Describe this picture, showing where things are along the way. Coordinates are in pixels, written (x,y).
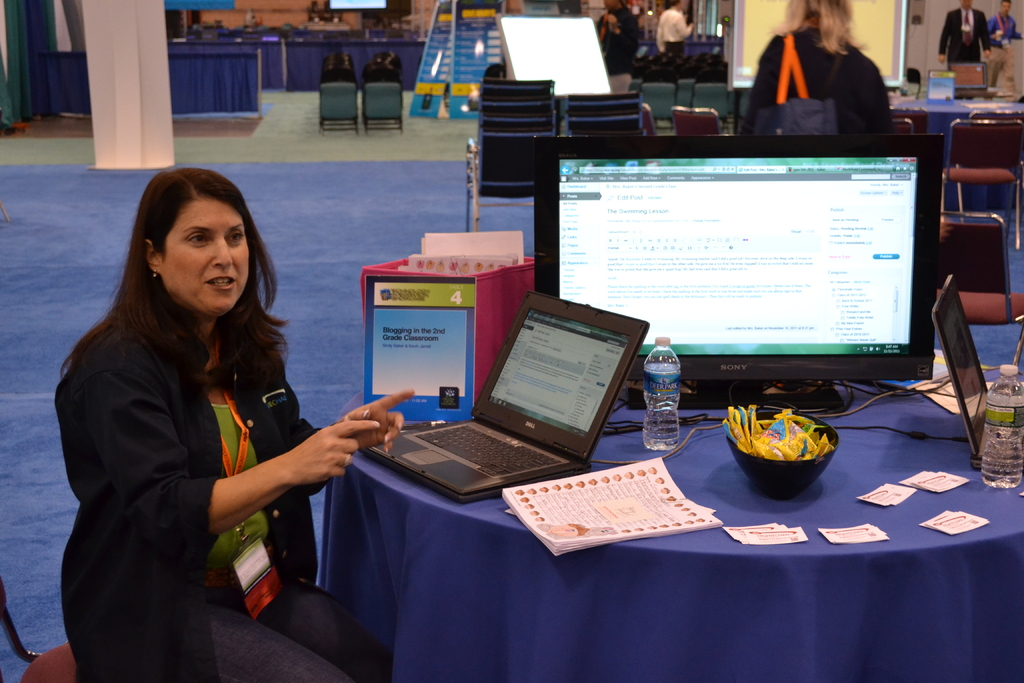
On the left side (122,402) there is a lady (130,425) sitting on a chair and wearing a tag (226,456). Near to her there is a table (672,570). On the table (529,487) there are laptops (524,416), bottles (672,415), box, bowl (782,469) with something inside, papers (872,526), computer (866,292) and many other things (873,539). In the background (489,130) there are chairs (515,132), pillar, people (835,56), tables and banners (436,34).
